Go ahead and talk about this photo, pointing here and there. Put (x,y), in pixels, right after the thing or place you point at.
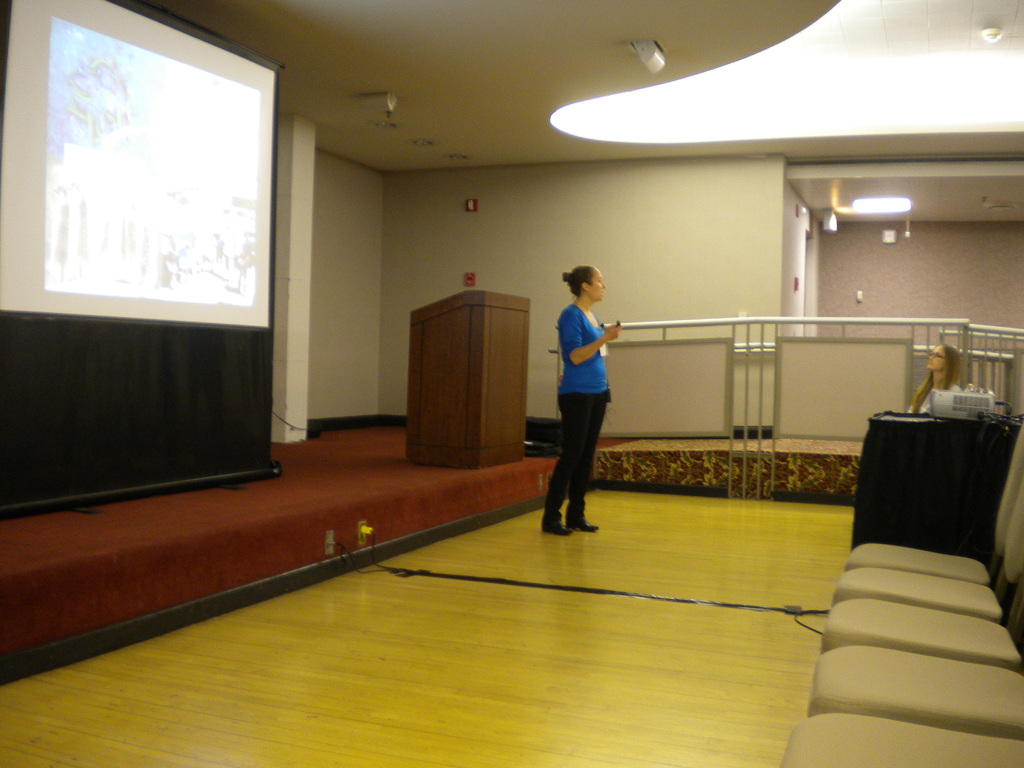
In this image there is a woman (580,333) standing. To the right (896,640) there are chairs (907,563). There is another woman (943,385) sitting on the chair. To the left (83,530) there is a dais (254,500). There is a wooden podium (430,322) on the dais (402,428). In the top left (24,218) there is a projector board (134,245) hanging to the wall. Behind them there is a railing (632,350). In the background (686,243) there is the wall (595,249). At the top (868,101) there are lights (838,106) to the ceiling (644,101), At the bottom (345,685) there is the floor (443,640).
